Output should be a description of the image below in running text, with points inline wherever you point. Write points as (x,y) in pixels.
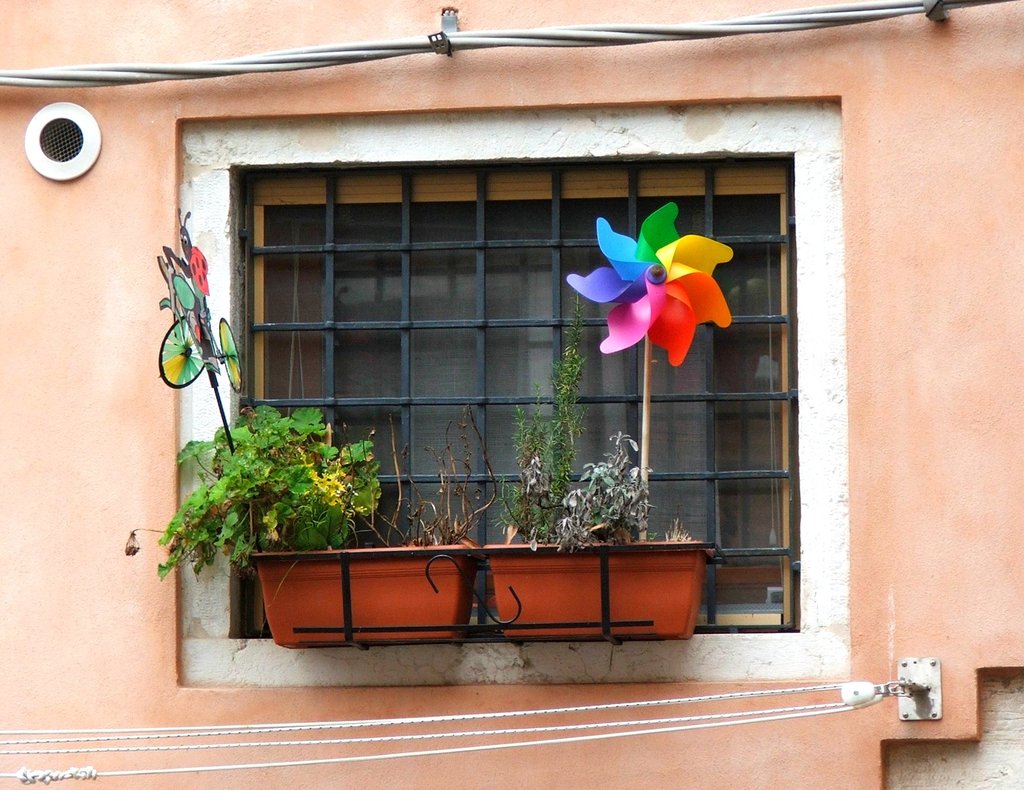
In the image I can see a window like grill (456,402) in which there are some plants (306,468) and also I can see a wire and some paper crafts (617,305) which are in different color.
